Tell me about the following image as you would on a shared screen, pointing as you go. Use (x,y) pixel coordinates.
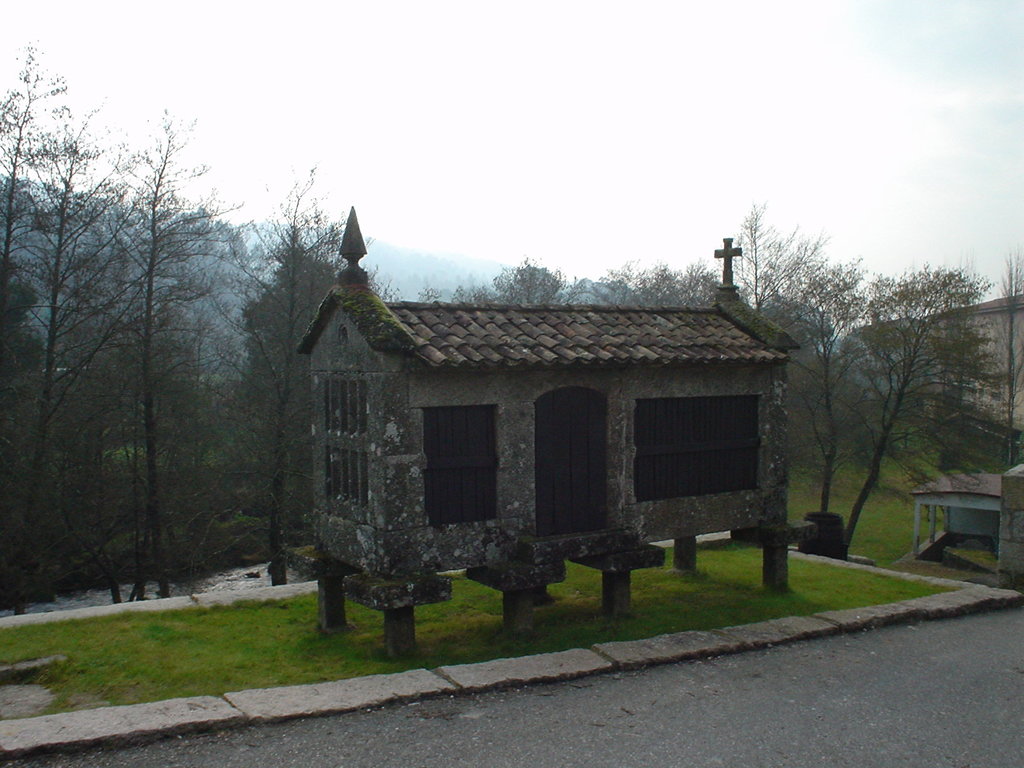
In the center of the image (455,428) we can see a shed (479,522). At the bottom (577,687) there is a road (752,711). In the background (915,394) there are trees (468,298) and sky (720,205).
